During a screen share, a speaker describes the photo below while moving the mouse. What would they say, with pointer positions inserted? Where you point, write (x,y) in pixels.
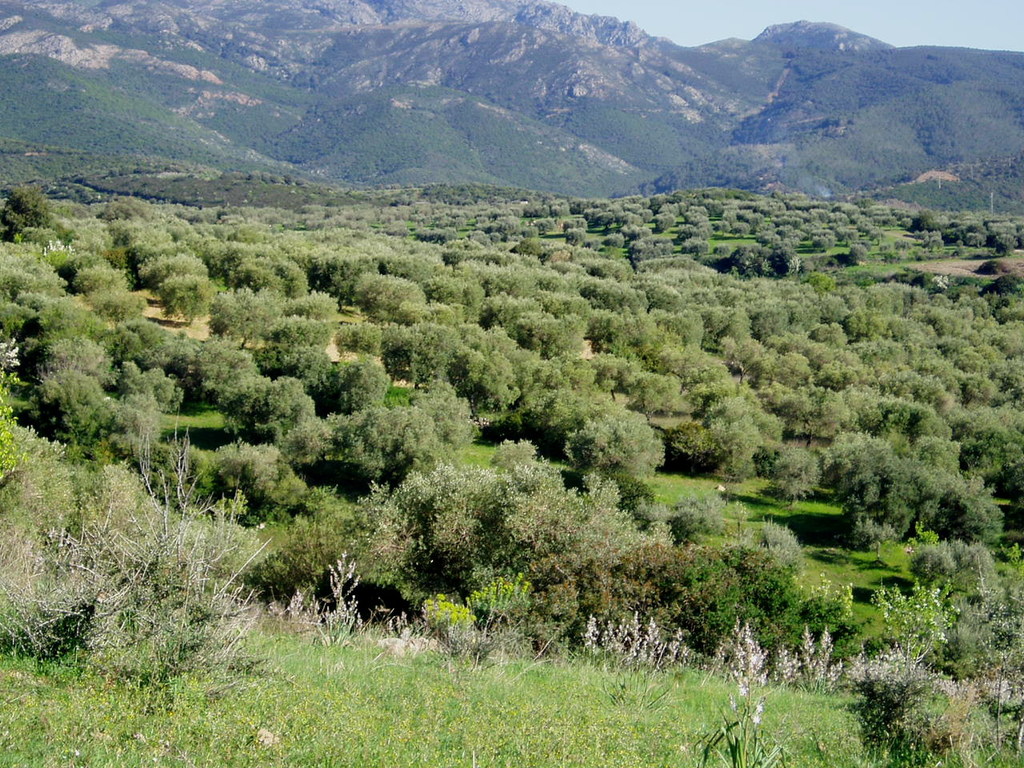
In this picture I can see trees (646,213), hills (892,202), at the top right corner of the image (948,9) I can see the sky (953,7).
